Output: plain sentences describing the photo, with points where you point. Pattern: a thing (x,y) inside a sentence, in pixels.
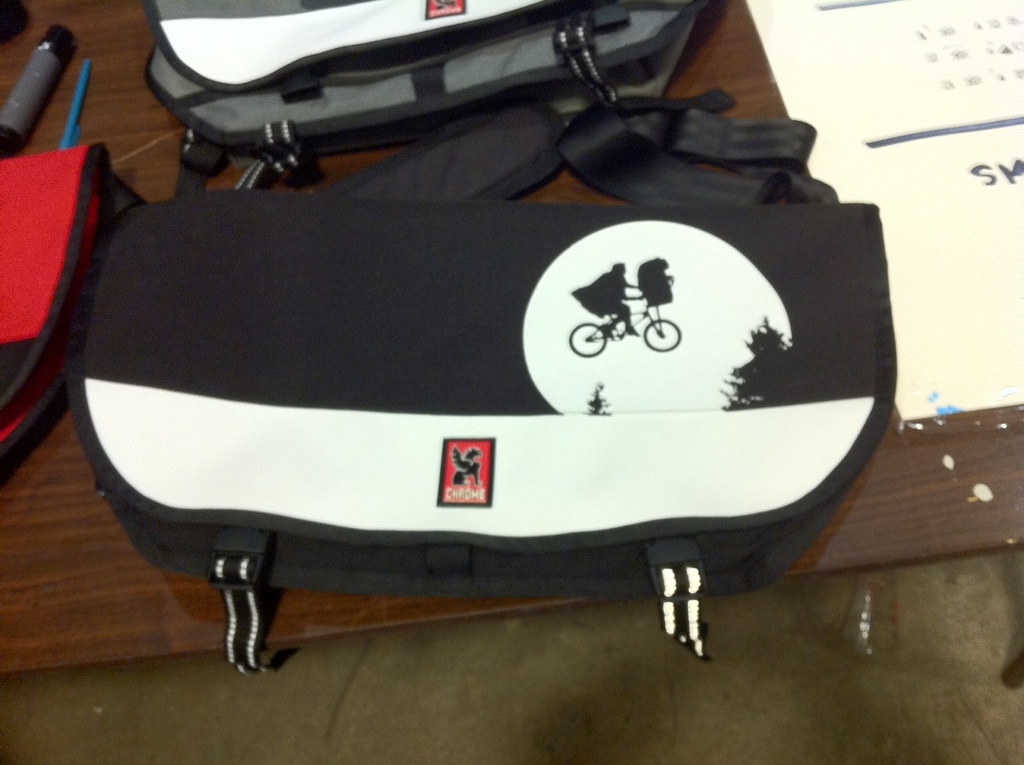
In this picture we can see bags (577,221), paper (783,92) and some objects (19,92) on a table (66,425) and this table (1011,499) is on the floor (685,700).
